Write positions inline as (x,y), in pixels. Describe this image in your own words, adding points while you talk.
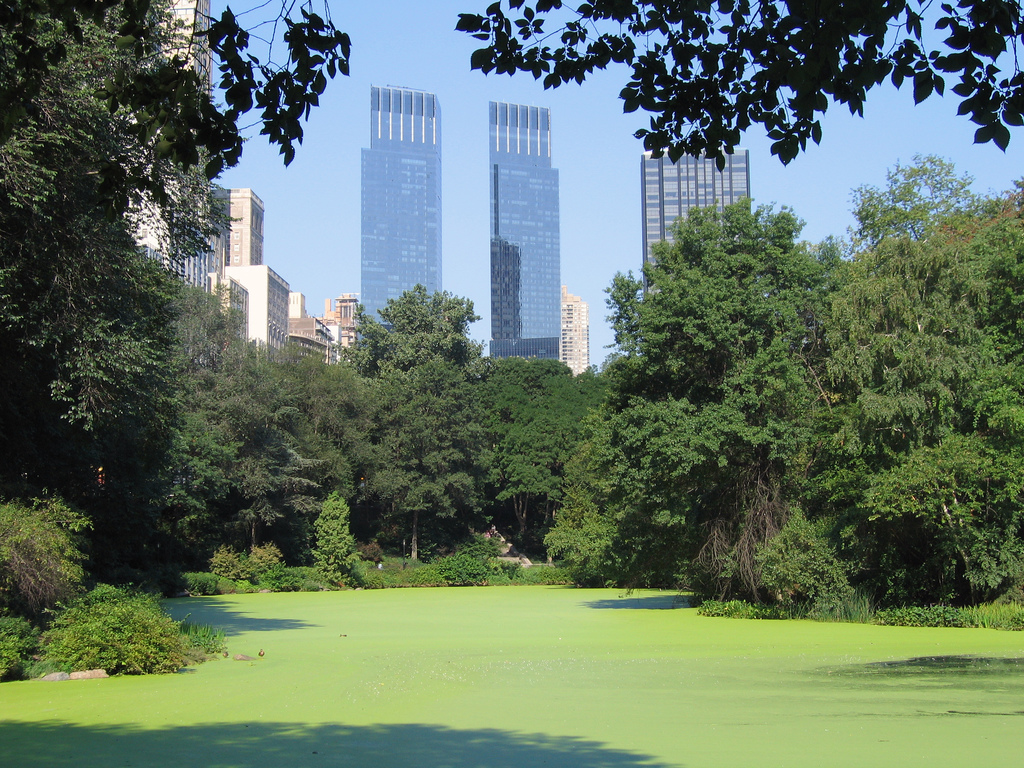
Here we can see water (444,668) and the outermost layer (387,670) of it is in greenish color. In the background (345,312) there are trees (39,278), buildings (207,271), windows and sky (473,124).
